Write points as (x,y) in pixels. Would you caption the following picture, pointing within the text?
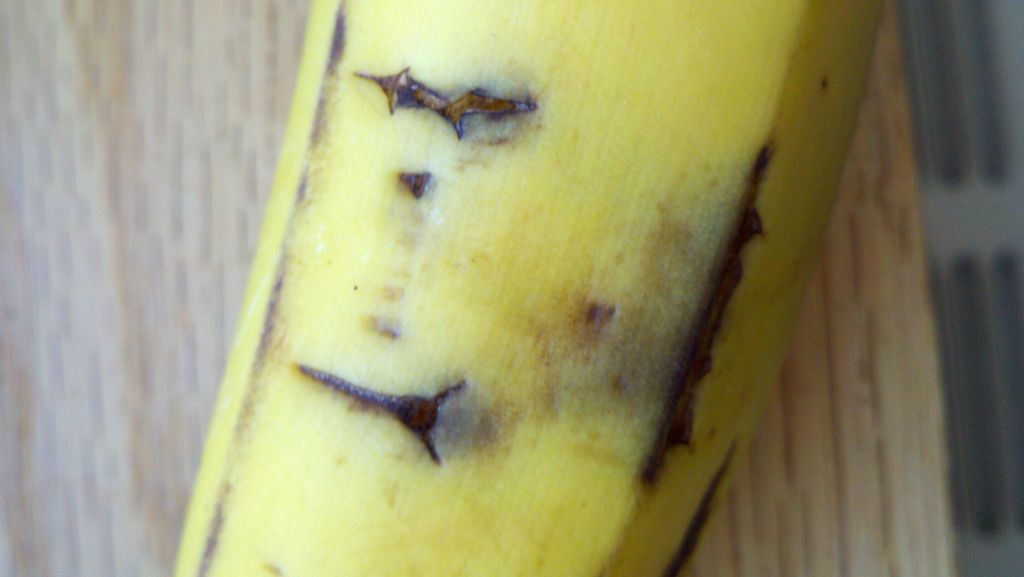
In the foreground of this image (623,243), there is a truncated banana (677,442) on a wooden surface (864,480).
